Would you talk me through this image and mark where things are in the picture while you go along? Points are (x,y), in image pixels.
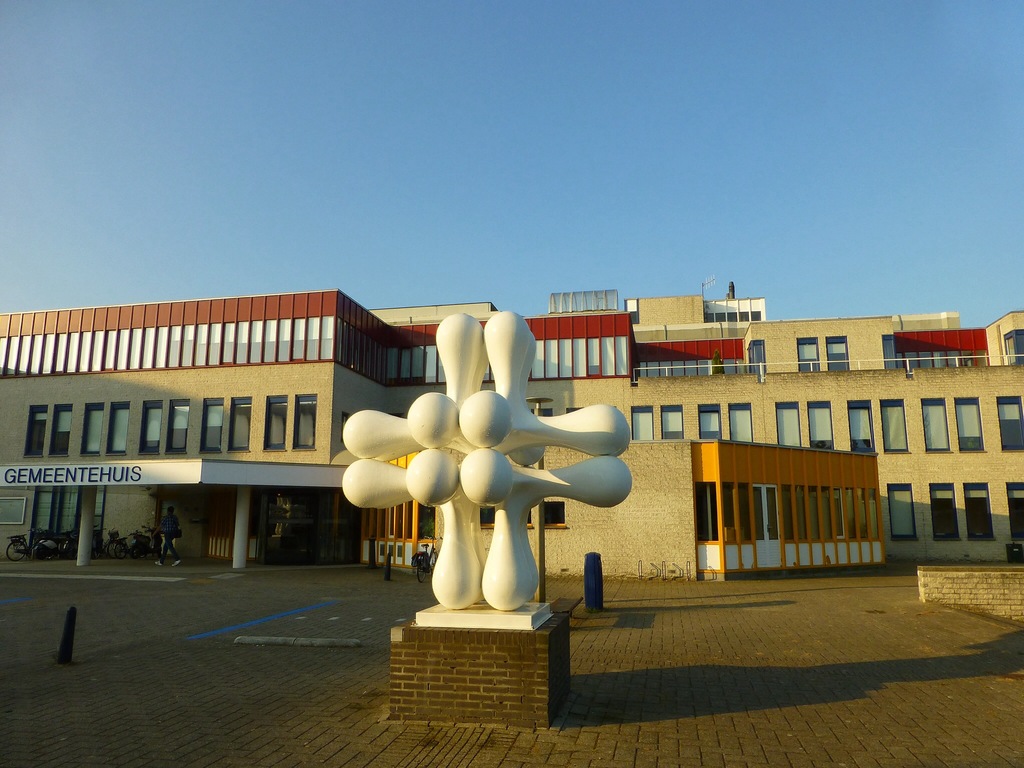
In this image there is an object (473,596) placed on the rock structure (424,674) and there are few objects (561,616) on the road (696,598). In the background (249,432) there is a building (191,429) and few vehicles (63,538) are parked, beside the vehicle (142,553) there is a person (171,525) walking and the sky (427,282).
